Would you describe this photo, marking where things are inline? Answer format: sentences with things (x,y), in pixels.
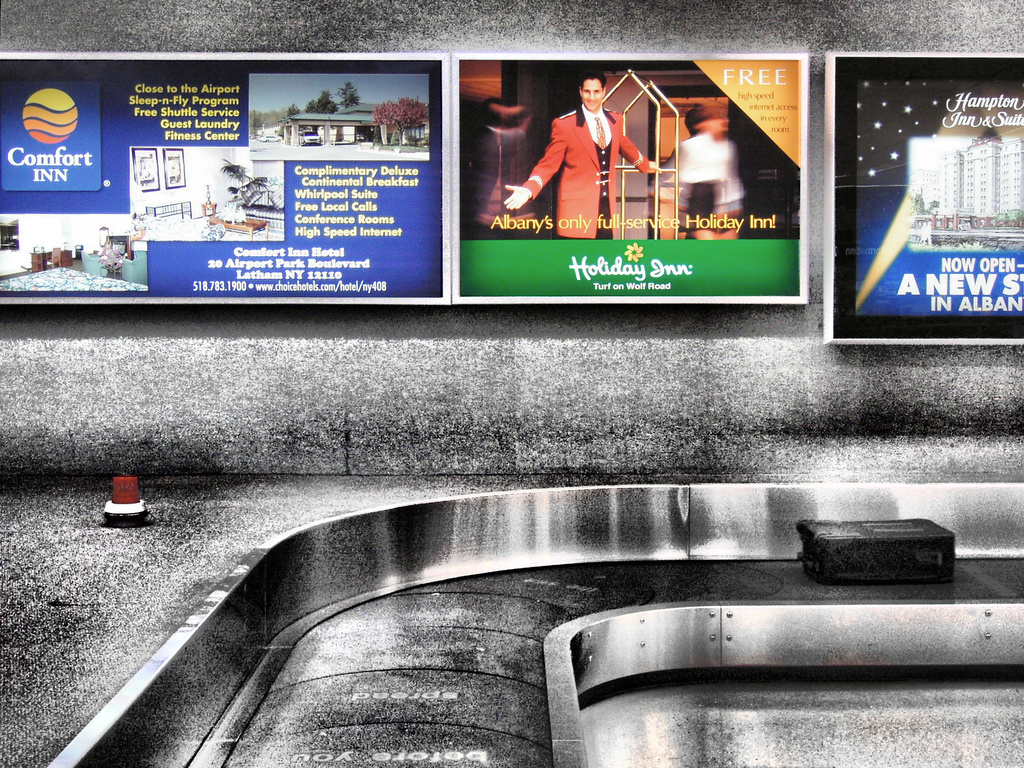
At the top of this picture (634,87) we can see there are many number of banners (465,196) on which we can see the pictures (520,147) of persons (699,145) and pictures (935,175) of buildings (959,172), sky (360,92), trees (399,116), vehicles (309,143) and we can see the picture frames (172,180) and some furniture (193,217) and we can see the text (217,117) on the banners (594,216). In the background (329,380) there is a wall (198,377) and some other objects (508,635).
